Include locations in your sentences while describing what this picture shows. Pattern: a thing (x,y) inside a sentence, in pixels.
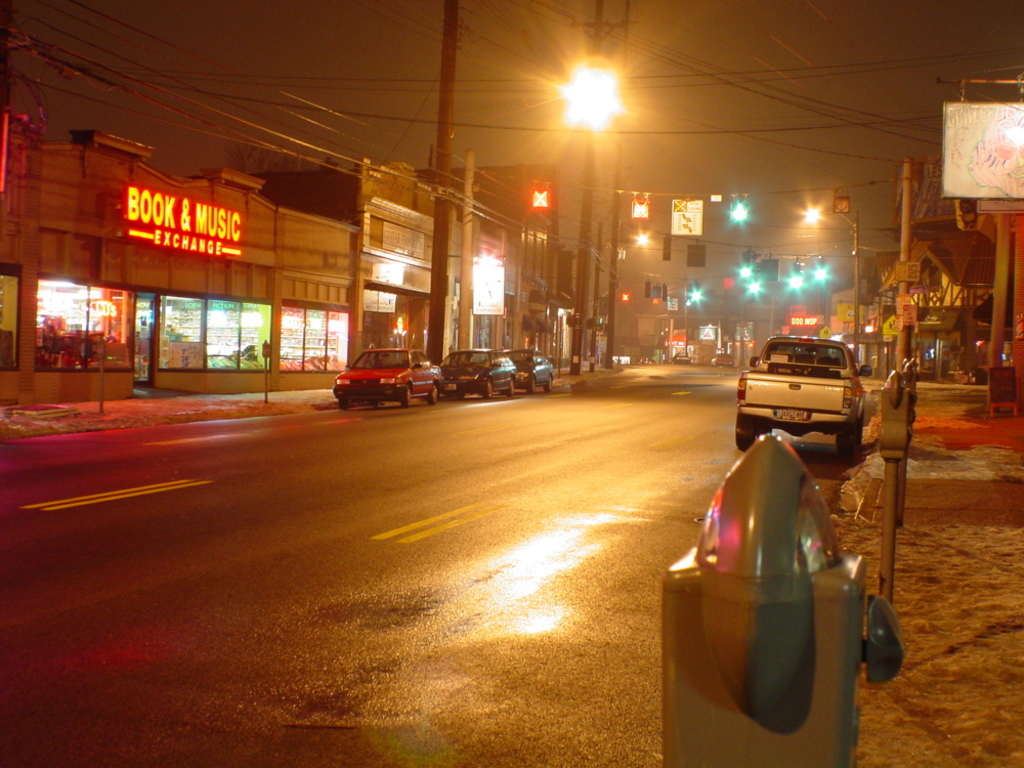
In this picture we can see the view of road (550,503). On both the sides there are some cars (417,382) parked. In the front (131,224) there is a books and musical shops (137,325). Behind we can see the green signal lights (692,297) and some street poles (585,261).
